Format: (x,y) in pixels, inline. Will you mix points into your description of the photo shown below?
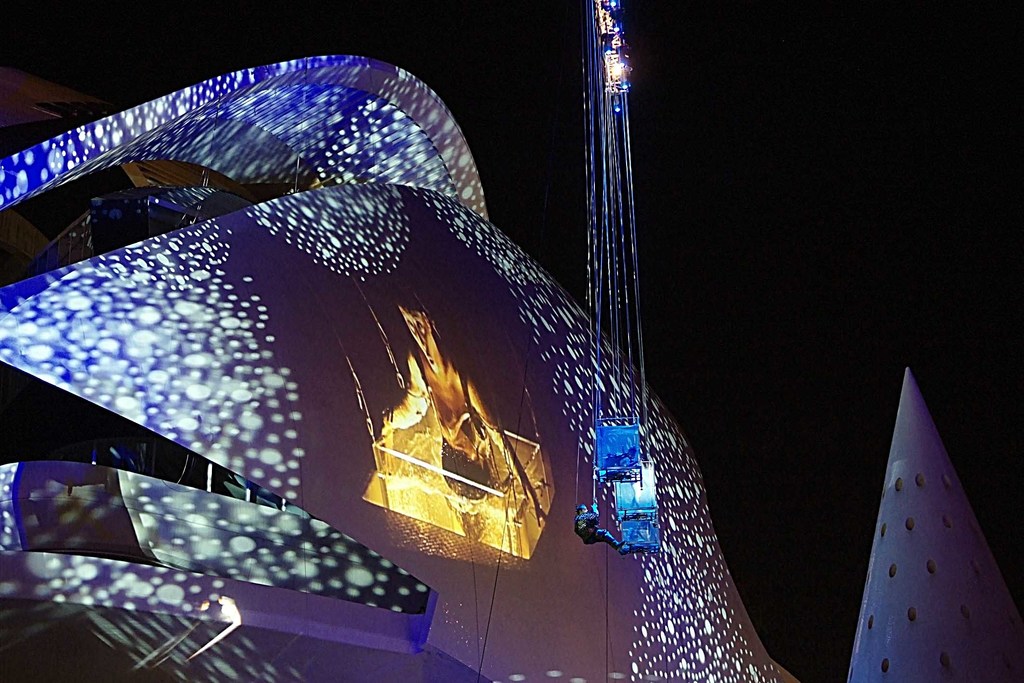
In this image it looks like a light show. In the middle (612,340) there is a person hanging by holding the ropes (616,267) of a crane (604,213). On the left side (229,238) there is an architecture (204,254) on which there are lights (176,366).
